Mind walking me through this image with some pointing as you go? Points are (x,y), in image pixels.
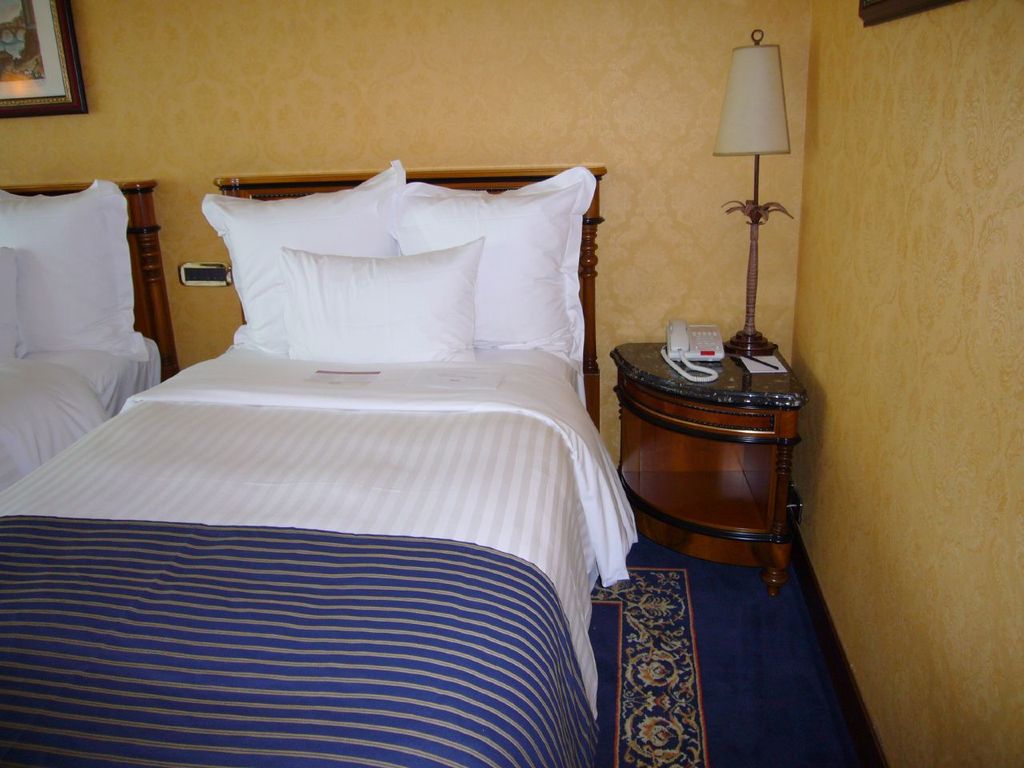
The room (178,299) consists of two bed (202,514). On the bed (336,519) there is white bed cover (451,498), pillows (395,356). On the floor (728,650) there is a blue carpet (687,642). Beside the bed (345,534) there is a side table (702,389). On it there is lamp (738,334), phone (701,337). The wall (937,258) is yellow in color. On the top left (24,75) there is a portrait (17,64) on the wall (41,144).
